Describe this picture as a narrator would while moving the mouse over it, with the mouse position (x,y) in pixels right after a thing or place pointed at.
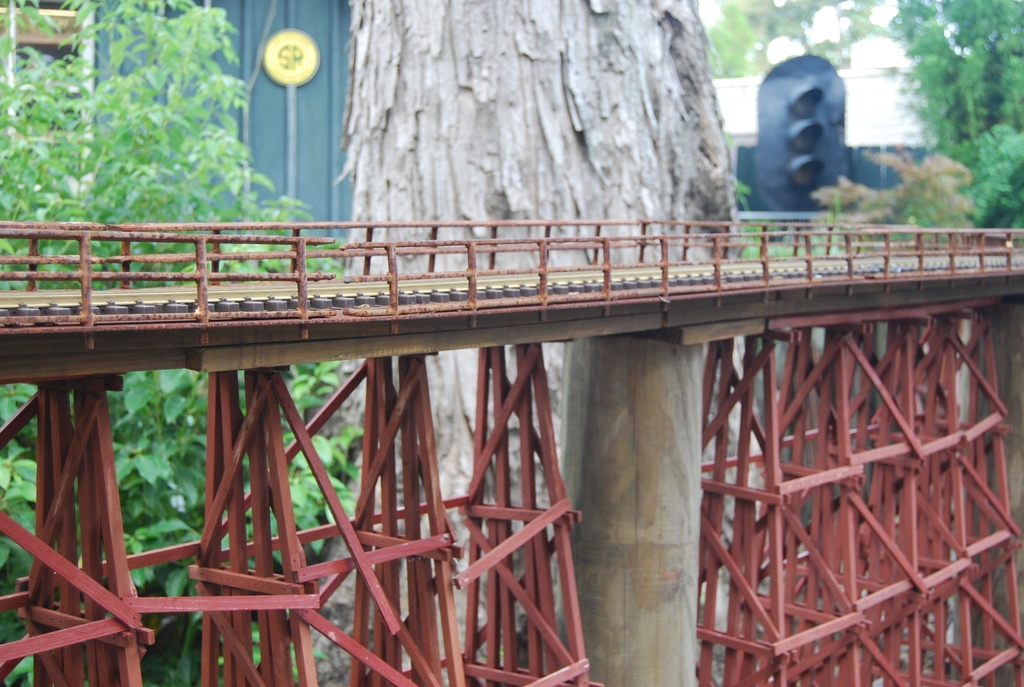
In the picture we can see a bridge (568,282) with a railing (407,281) and under it we can see a wooden stand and behind the bridge (577,316) we can see a tree branch (624,258) and beside it, we can see some plants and on the other side we can see a traffic signal light (782,175) and we can also see some plants (825,54) which are not clearly visible.
